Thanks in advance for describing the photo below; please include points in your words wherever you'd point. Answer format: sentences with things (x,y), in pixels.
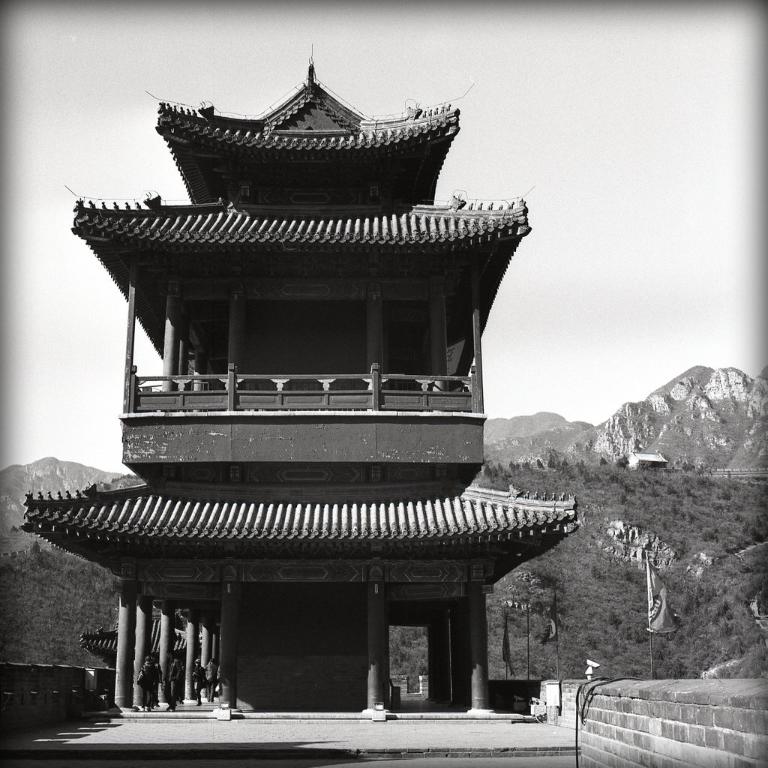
In this picture we can see people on the ground (124,729), here we can see a building (338,707), fence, flags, wall (347,705) and some objects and in the background (719,428) we can see trees (747,520), mountains (685,385), sky (659,271).
